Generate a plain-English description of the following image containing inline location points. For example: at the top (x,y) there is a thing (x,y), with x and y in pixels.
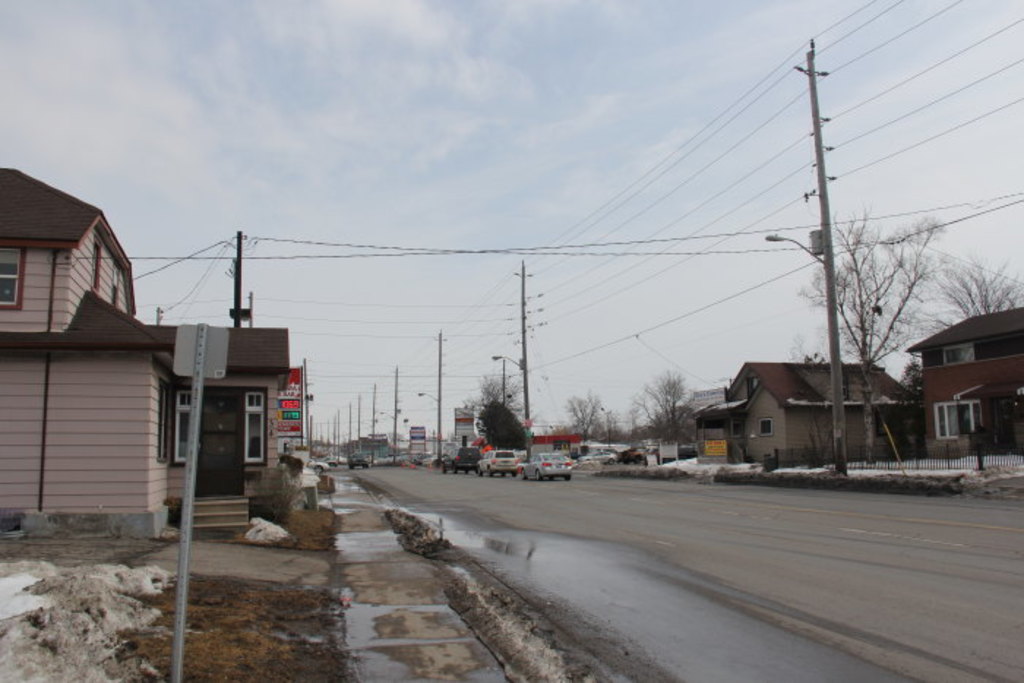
In this image I can see a street (549,533) with a road (490,538) in the center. I can see buildings (213,458), poles (237,270) on both sides of the road (587,529). I can see some trees (973,299) on the right hand side of the image (854,261). I can see some vehicles (601,461) on the road (520,488).
